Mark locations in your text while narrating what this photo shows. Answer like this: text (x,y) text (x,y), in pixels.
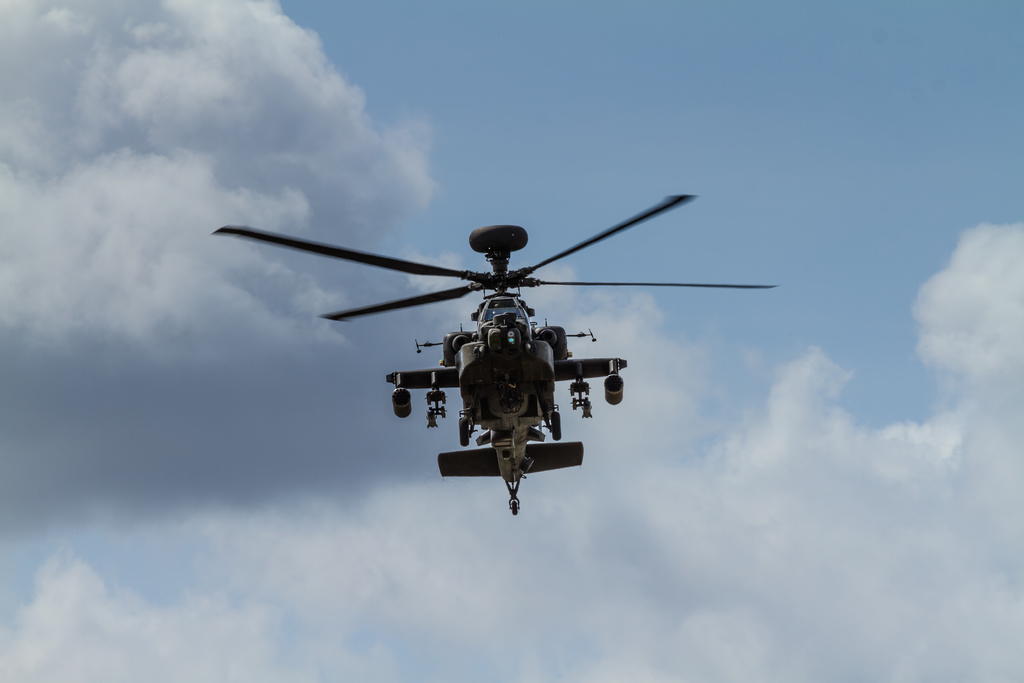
In the center of the image (464,337) a helicopter (493,372) is present. In the background of the image (397,326) we can see clouds (347,417) are present in the sky (457,449).
